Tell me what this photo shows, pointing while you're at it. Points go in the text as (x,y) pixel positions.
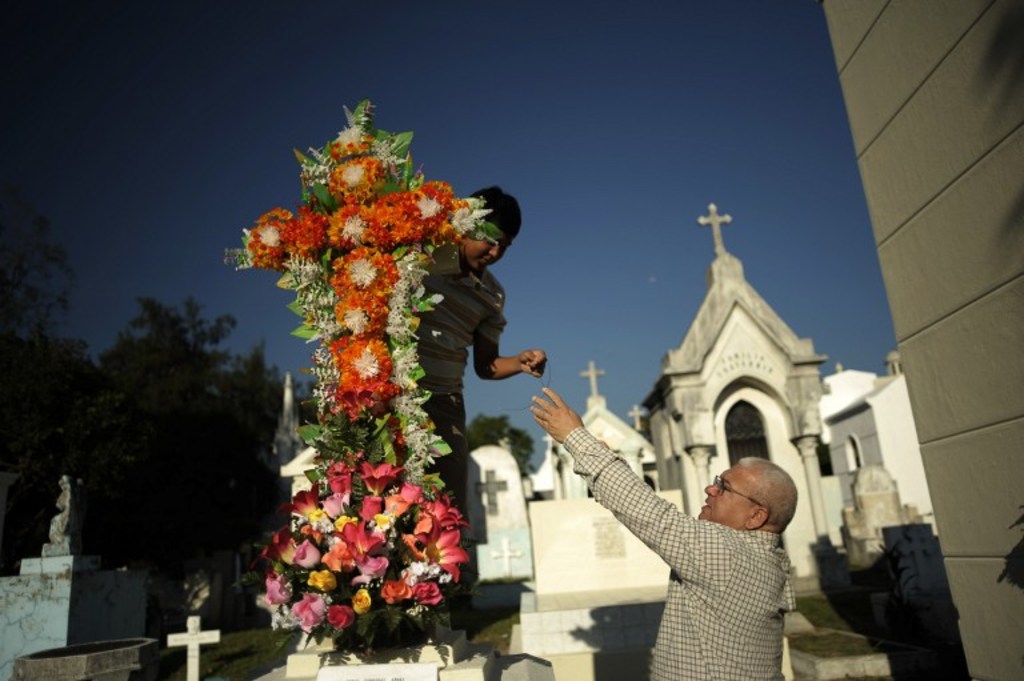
In this image there is a boy (450,397) standing on a pillar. In front of him there is a cross (335,364). There are flowers (357,526) decorated on the cross (359,237). Beside him there is a man (708,552) standing on the ground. Behind them there are houses (670,412). There are crosses (591,381) on the houses (659,424). To the left (56,530) there is a sculpture (61,526) on the pillar (51,582). Behind the sculpture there are trees (136,414). At the top (348,83) there is the sky (545,69). There is grass (255,635) on the ground (251,654).
